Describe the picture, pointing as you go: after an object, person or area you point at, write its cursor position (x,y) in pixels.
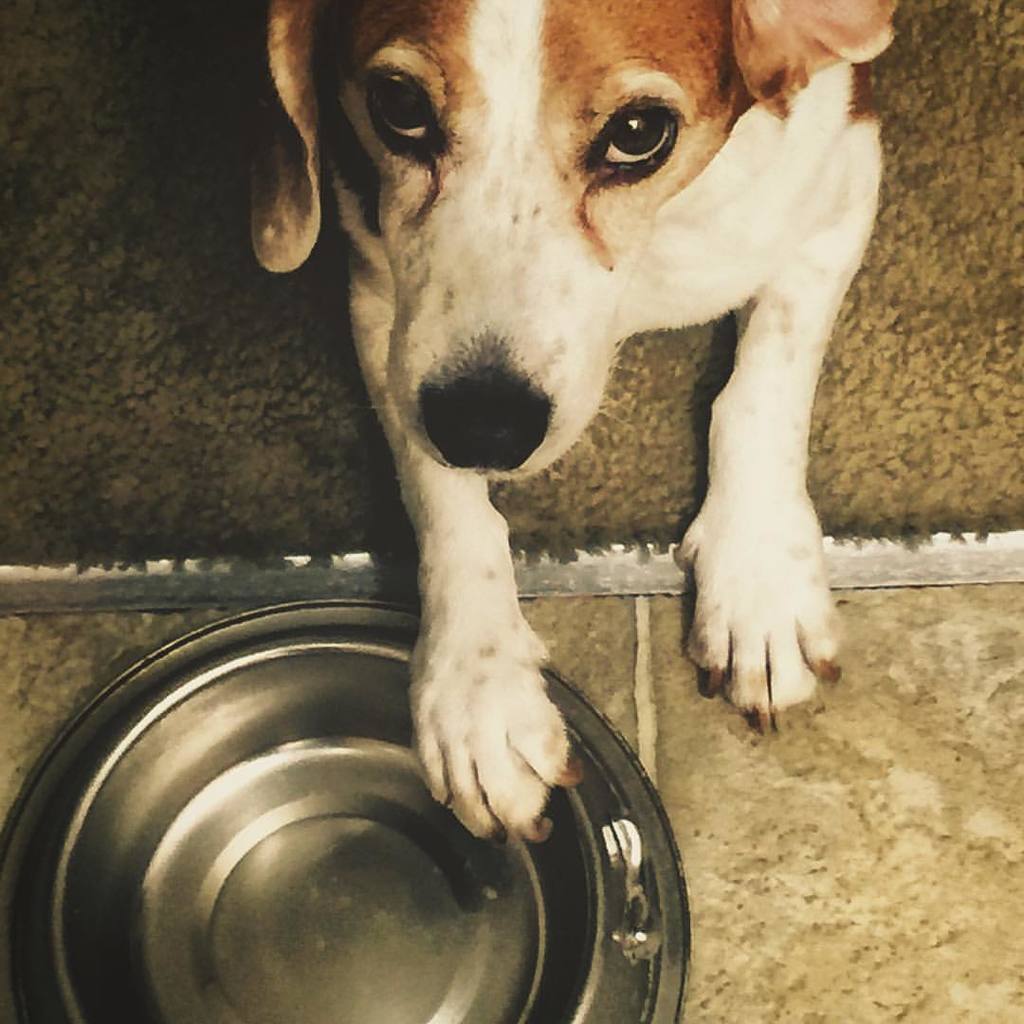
In this image in the center (563,357) there is one dog (565,259) and at the bottom (484,931) there is one bowl (468,923), in the background (265,524) there is a floor (878,779) and carpet (881,463).
